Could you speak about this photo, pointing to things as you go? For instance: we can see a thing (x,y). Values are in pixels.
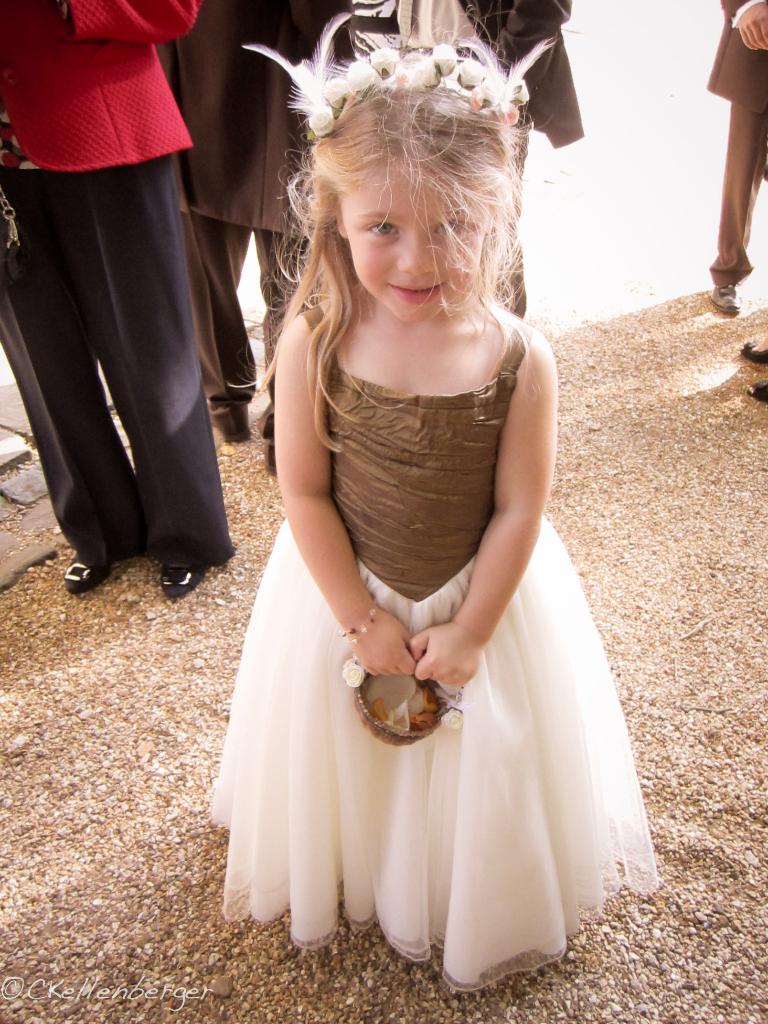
In the center of the image (290,459) there is a girl (485,788). In the background of the image (147,551) there are people (248,59) standing. At the bottom of the image (418,966) there are stones (679,1010). To the left side of the image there is some text (93,990) at the bottom (74,988).
